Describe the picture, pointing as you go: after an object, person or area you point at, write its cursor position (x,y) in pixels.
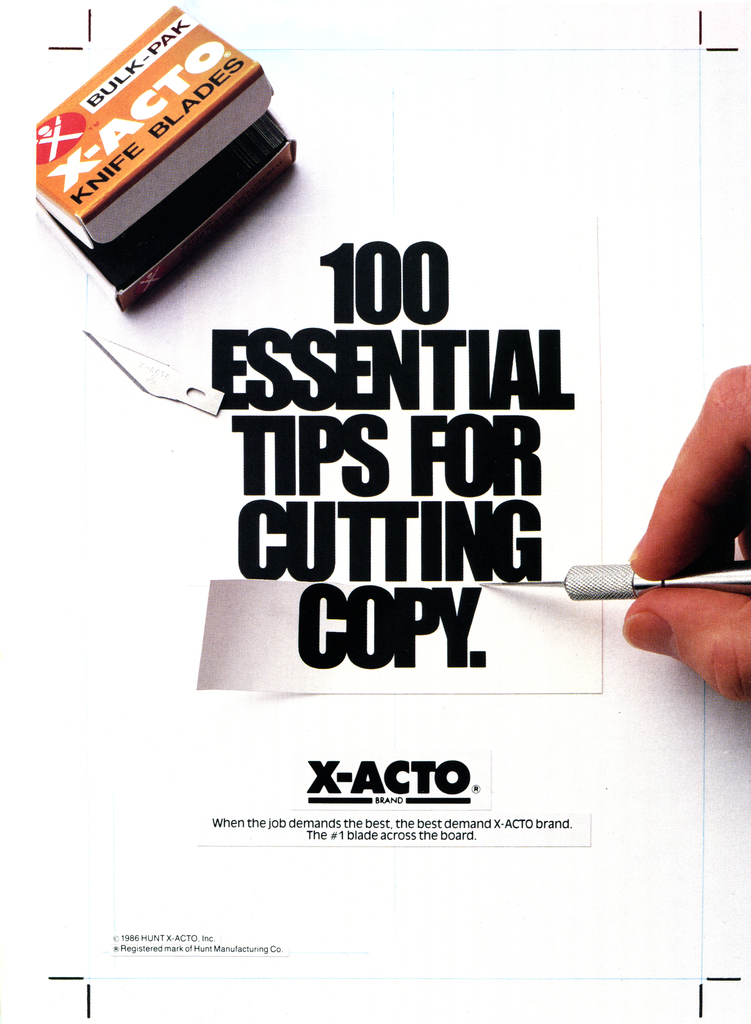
This image consists of a poster (458,480). On this poster (343,635) I can see some text (346,410). On the right side (705,533) I can see a person's hand (667,574) holding an object (621,583). At the top (127,150) there is a small box (73,176).
